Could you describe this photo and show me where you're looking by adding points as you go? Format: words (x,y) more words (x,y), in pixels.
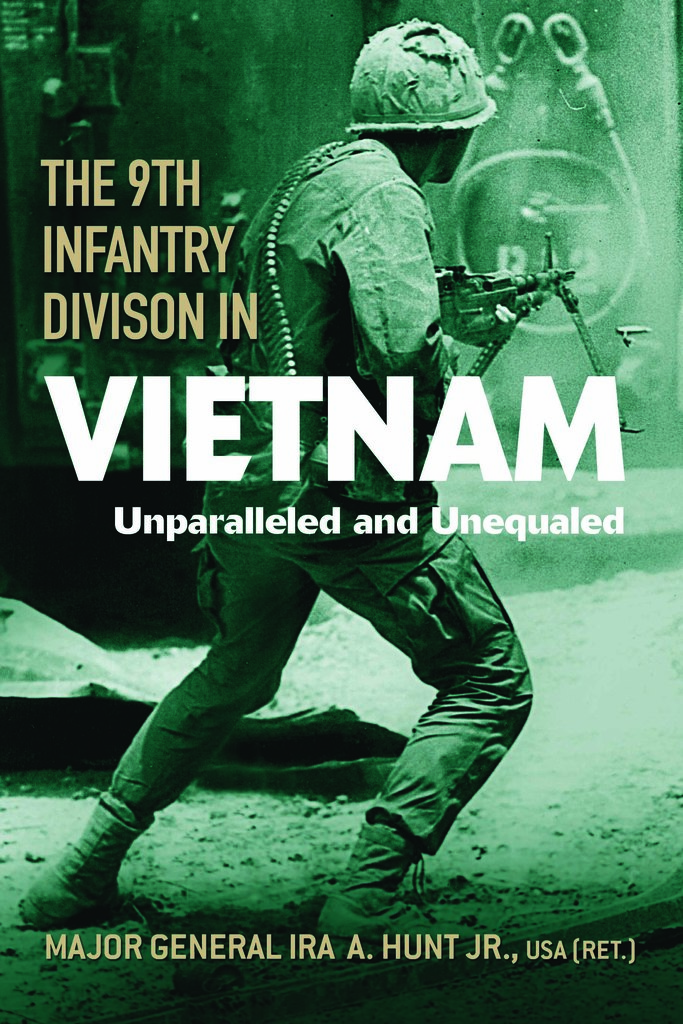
This image consists of a poster (275,91). On the poster (365,598), I can see some text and an image of a person (356,295) who is wearing uniform (346,351), holding a gun (455,297) and walking on the ground (509,840) towards the right side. In the background (478,53) I can see some more objects (549,150).
